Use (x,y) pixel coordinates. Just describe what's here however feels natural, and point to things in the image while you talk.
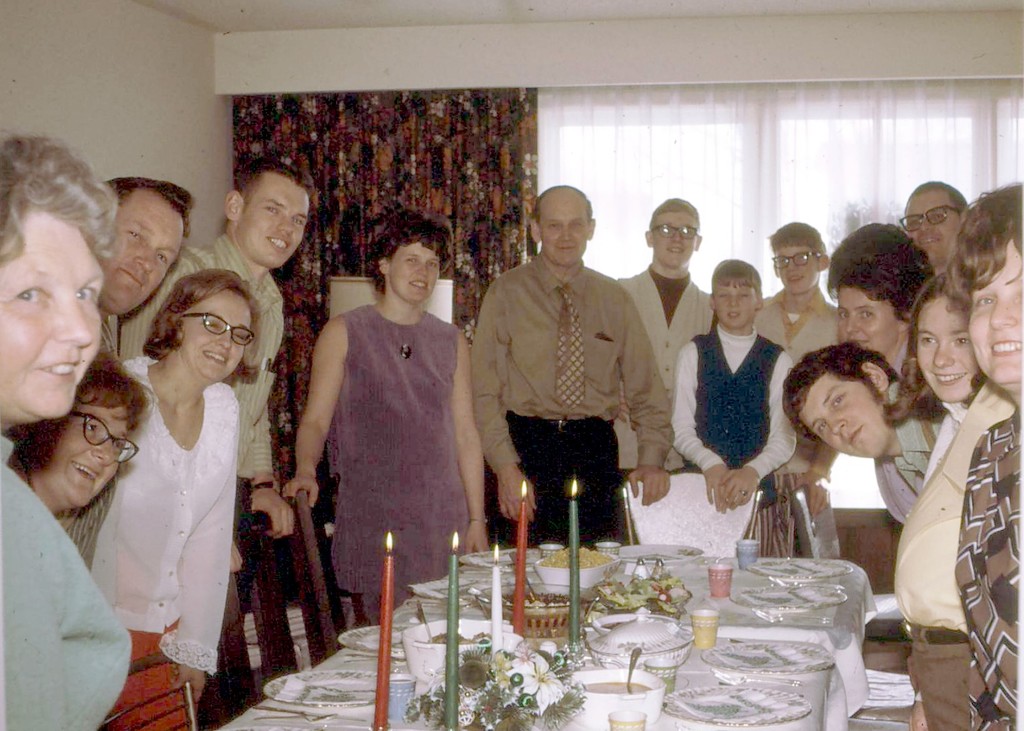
In this image there are some candles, plates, glasses (718,585) and some food items (629,584) are kept on a table (802,638) which is covered with white color cloth (788,627). There are some persons (446,481) standing as we can see in the middle of this image (533,440). There is a wall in the background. as we can see there are some curtains (468,163) on the wall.
